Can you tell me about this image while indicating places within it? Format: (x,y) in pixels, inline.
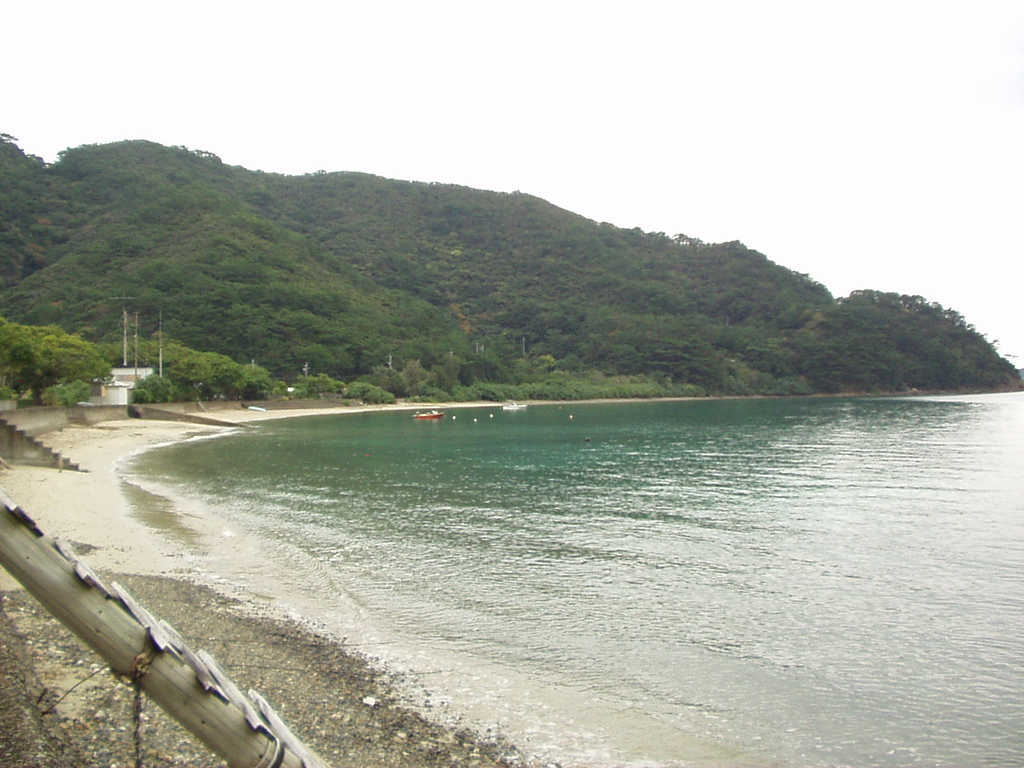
In the image we can see water (545,516) and we can see there are even boats (421,413) in the water (417,446). Here we can see plants (168,351), trees (234,361), the hill (299,270) and the sky (746,95). Here we can see the stones (253,673), and sand (58,503) a wooden pole (104,643).
